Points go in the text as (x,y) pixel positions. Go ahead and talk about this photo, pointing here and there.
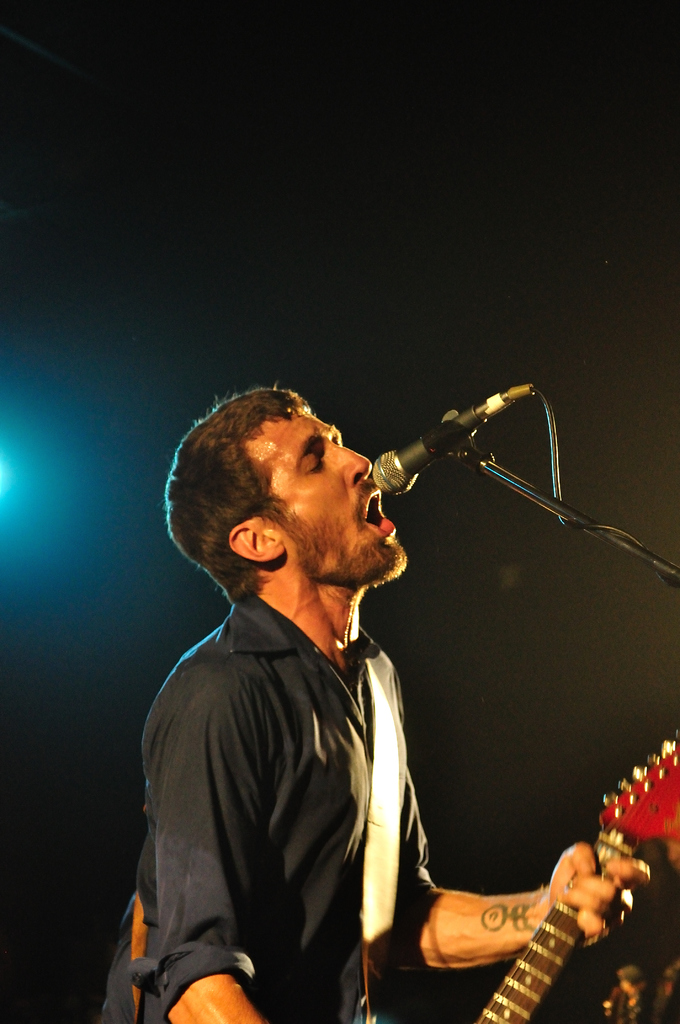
In the center of the image (272,472) we can see a man (358,642) is standing and holding a guitar (533,989) and singing. On the right side of the image (477,450) we can see a mic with stand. On the left side of the image (16,475) we can see a light (52,467). In the background (314,282) the image is dark.
